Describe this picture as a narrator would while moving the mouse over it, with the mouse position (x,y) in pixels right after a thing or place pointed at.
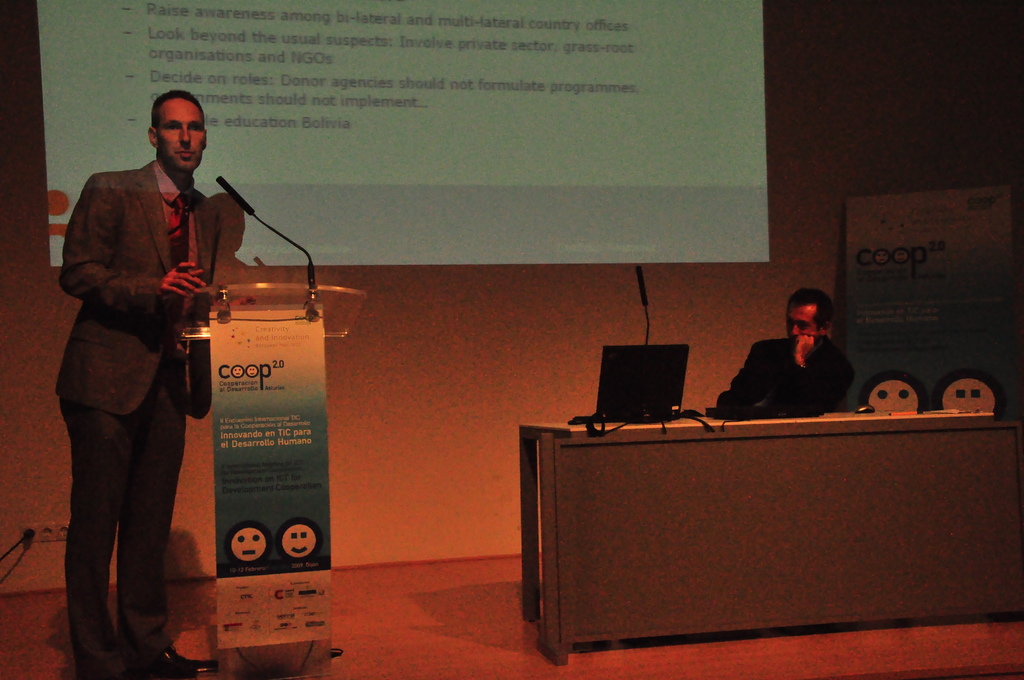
This picture is taken inside the conference hall (699,310). In this image, on the left side (131,283), we can see a man (117,312) standing beside the table (208,297). On that table (238,292), we can see a microphone (234,196). On the right side (825,378), we can also see a man (754,378) sitting on the chair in front of the table (676,433), on that table (667,424), we can see a laptop (666,417), mouse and electrical wires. On the right side (955,199), we can also see a hoarding (993,224). In the background (327,58), we can see a screen (264,42). On the left side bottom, we can also see a switch board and electric wires (2,559).
